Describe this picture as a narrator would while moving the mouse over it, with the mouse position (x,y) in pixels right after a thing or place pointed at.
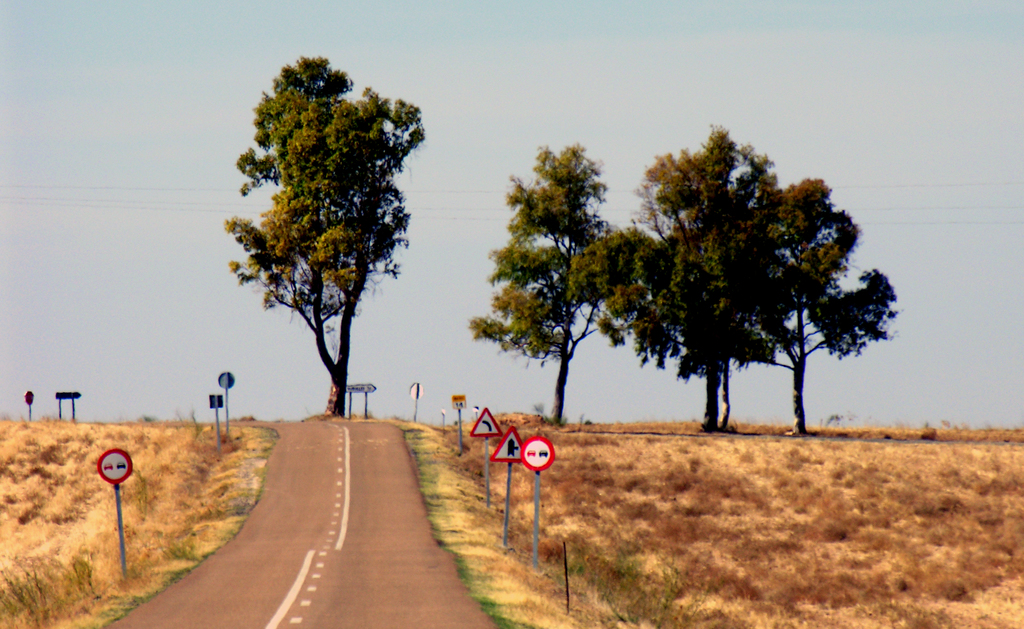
In the picture I can see the road (374,505) on the left side (306,485). There are caution board poles (117,454) on both sides of the road (336,427). It is looking like a dried grass (124,490) on the left side (191,468) and the right side (775,605) as well. In the background (810,270), I can see the trees (289,197). I can see the electric wires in the picture. There are clouds (618,79) in the sky (584,103).
